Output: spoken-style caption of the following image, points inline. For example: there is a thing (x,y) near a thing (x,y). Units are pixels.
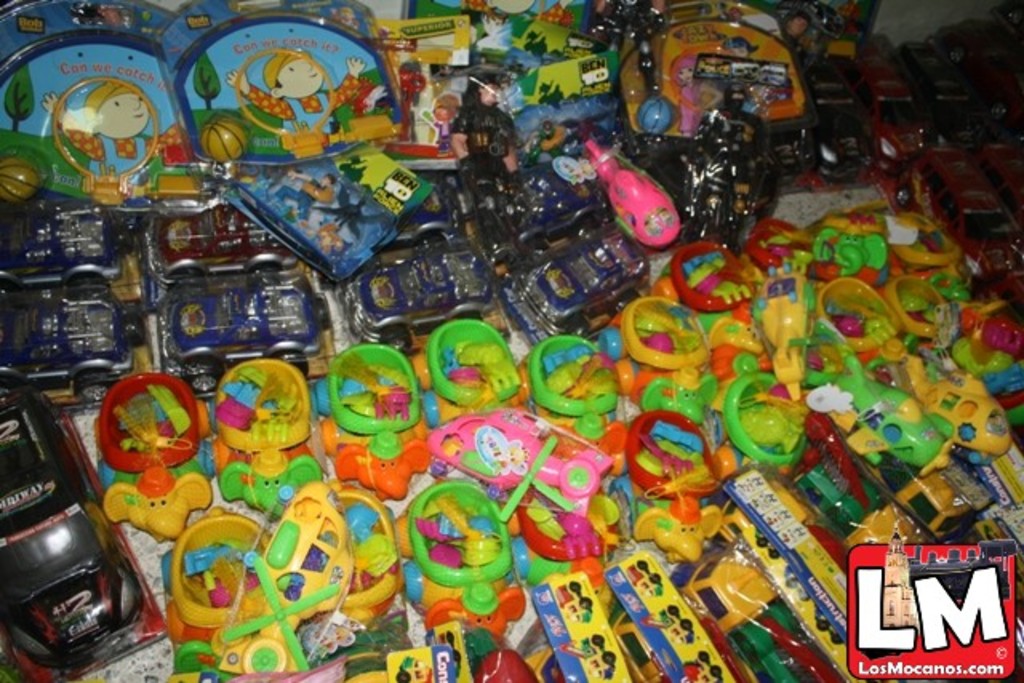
In this picture we can see toys (354,600). In the bottom right corner of the picture (1008,575) we can see watermark (870,603).
